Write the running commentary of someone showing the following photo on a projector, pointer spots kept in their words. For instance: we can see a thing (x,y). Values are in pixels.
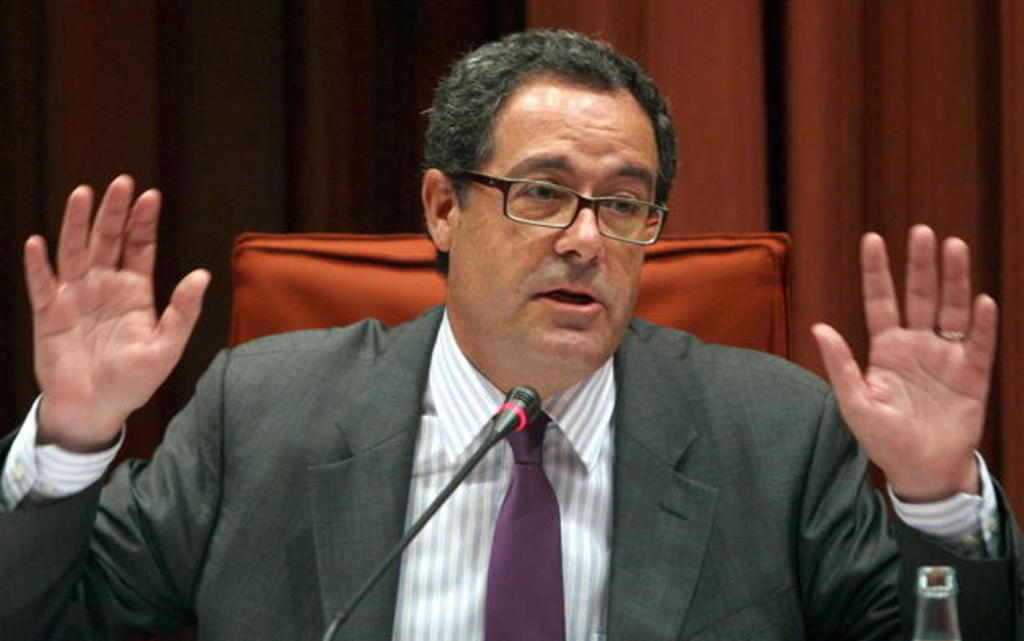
In this image we can see a person (521,382) wearing specs (529,193). In front of him there is a mic (501,418). And we can see part of a bottle (939,601). In the back (793,152) there is curtain (396,47). Also we can see a chair (310,245).
